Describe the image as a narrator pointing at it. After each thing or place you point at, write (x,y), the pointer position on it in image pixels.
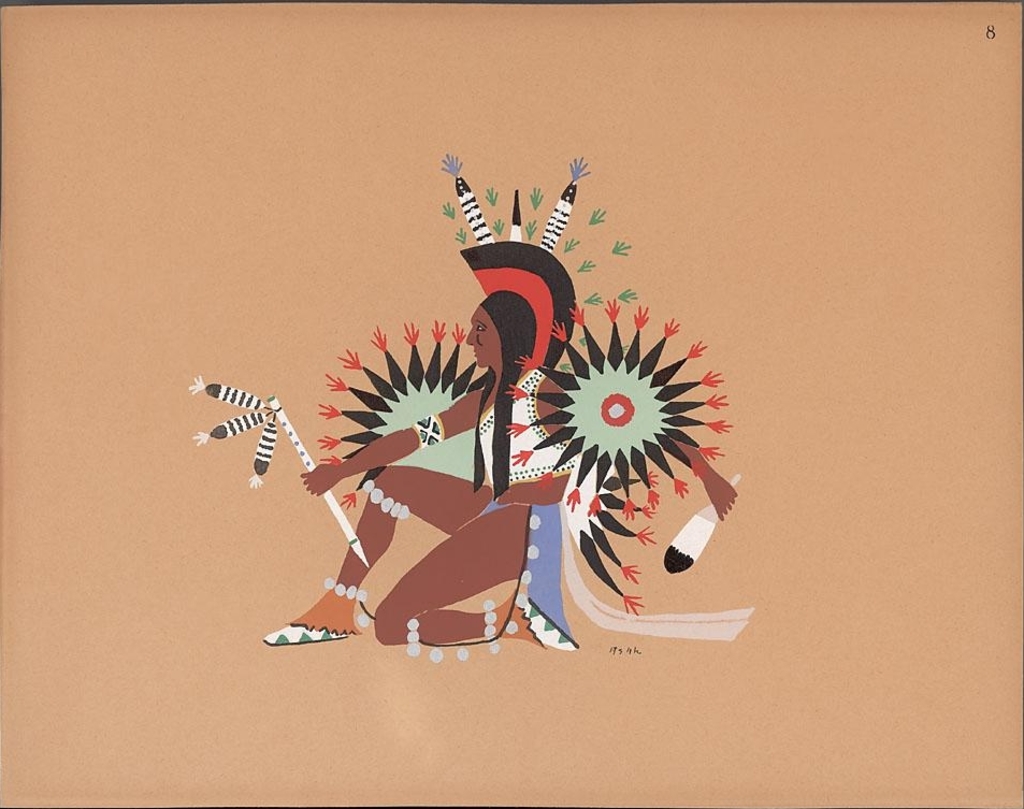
In this image I can see a person (396,519) and the person (630,614) is wearing different costume (724,633) and holding few objects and I can see cream color background (50,406).
